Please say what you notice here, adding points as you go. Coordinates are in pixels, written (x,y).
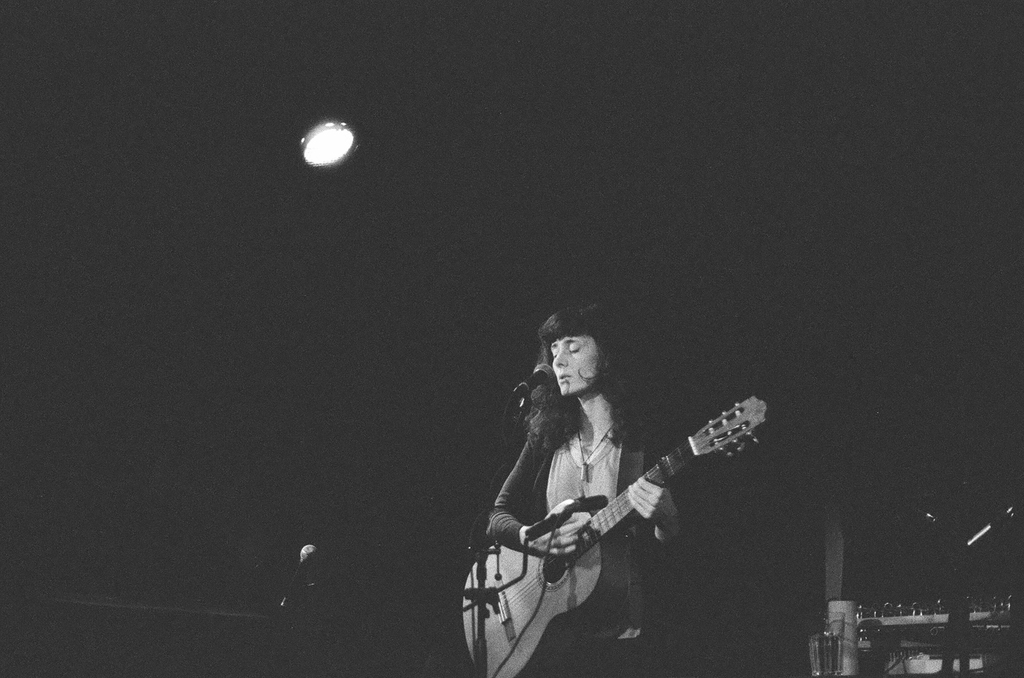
In this picture there is a woman (598,605) standing and she is playing guitar (609,523) and she is singing. There is a microphone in the front (488,642), at the right (827,665) there is a glass (813,651), bottle (845,662). At the top (340,132) there is a light (352,145).
